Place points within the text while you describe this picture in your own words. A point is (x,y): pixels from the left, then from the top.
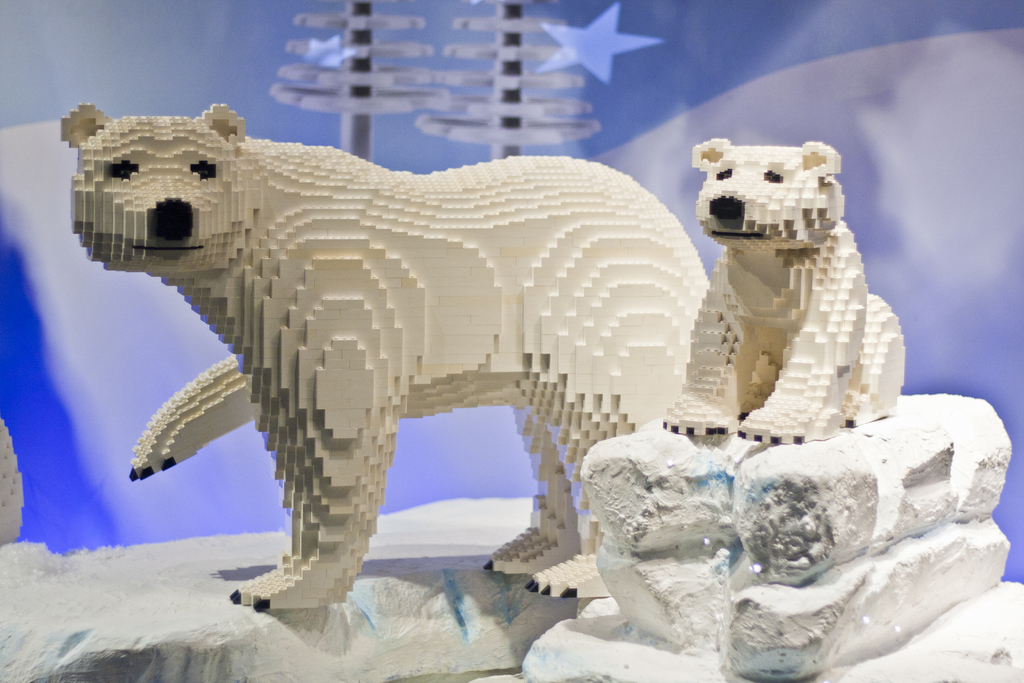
In this image we can see toys (466,233) made with legos (490,298). In the background of the image (543,51) there is a star (586,62) and other objects (543,124). At the bottom of the image (484,559) there is a white surface (564,642).
